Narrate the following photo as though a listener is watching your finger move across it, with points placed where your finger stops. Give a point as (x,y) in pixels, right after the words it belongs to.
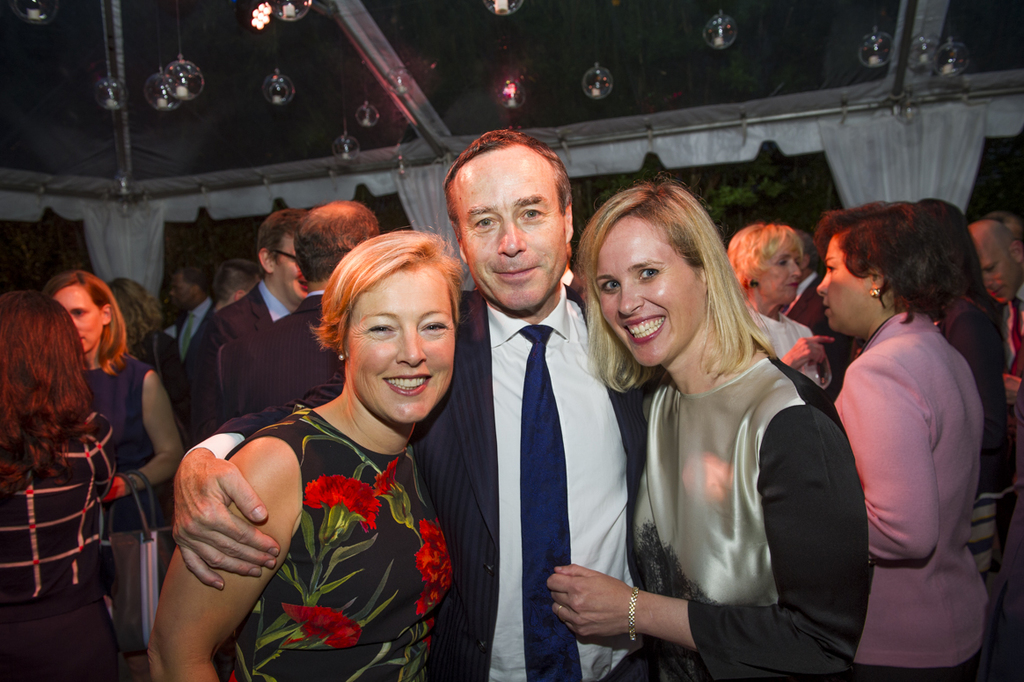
As we can see in the image there are group of people (541,204), wall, white color curtains (421,194) and bubbles (510,86).
